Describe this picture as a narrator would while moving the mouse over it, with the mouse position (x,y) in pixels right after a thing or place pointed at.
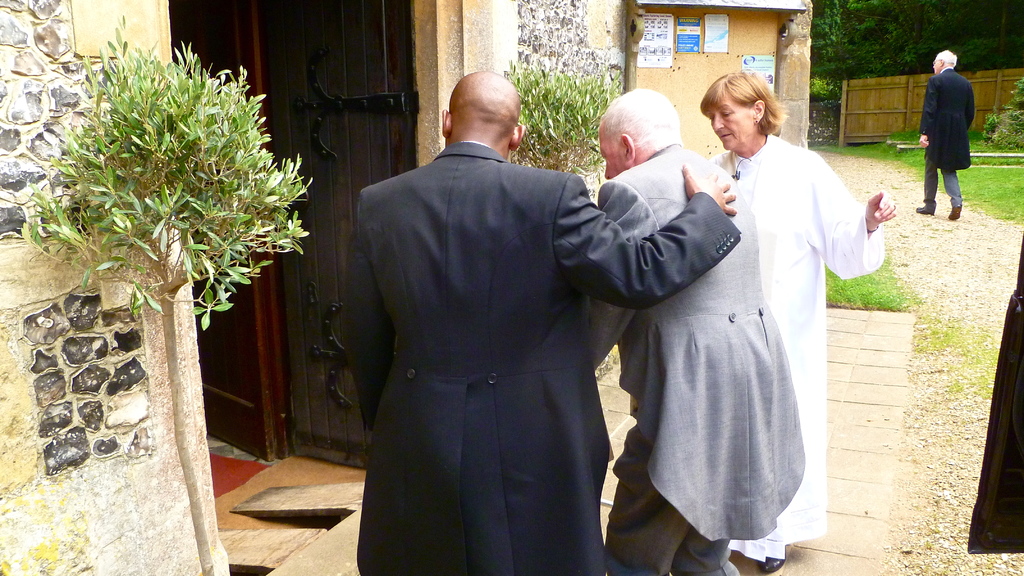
In the picture I can see 4 people (728,274) among them one is a woman (826,226) and three are men (684,177) who are standing on the ground (861,164). In the background (312,172) I can see a door (344,208), walls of a building (38,166), trees (222,309), plants (563,95), the grass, fence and some other objects (888,145) on the ground (851,431).
